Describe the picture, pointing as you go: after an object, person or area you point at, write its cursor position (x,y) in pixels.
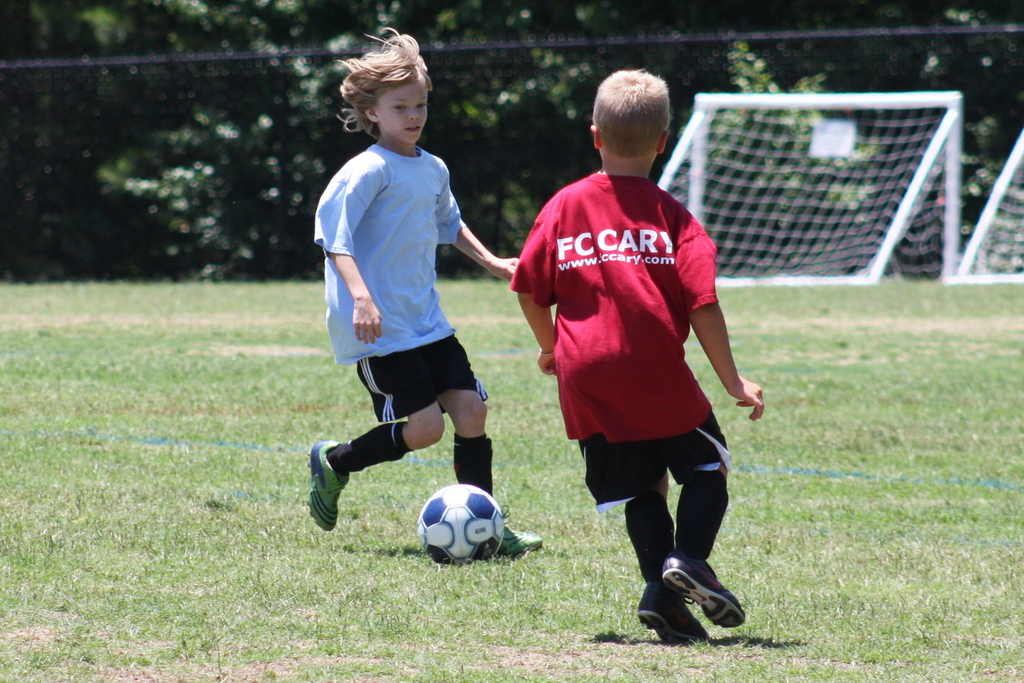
This is a playing ground (322,384). Here I can see two boys (450,213) wearing t-shirts (408,317), shorts (420,388) and playing the football (461,518). In the background (915,167) there is a net (935,212) and many trees (149,118). I can see the grass (134,523) on the ground (219,535).
